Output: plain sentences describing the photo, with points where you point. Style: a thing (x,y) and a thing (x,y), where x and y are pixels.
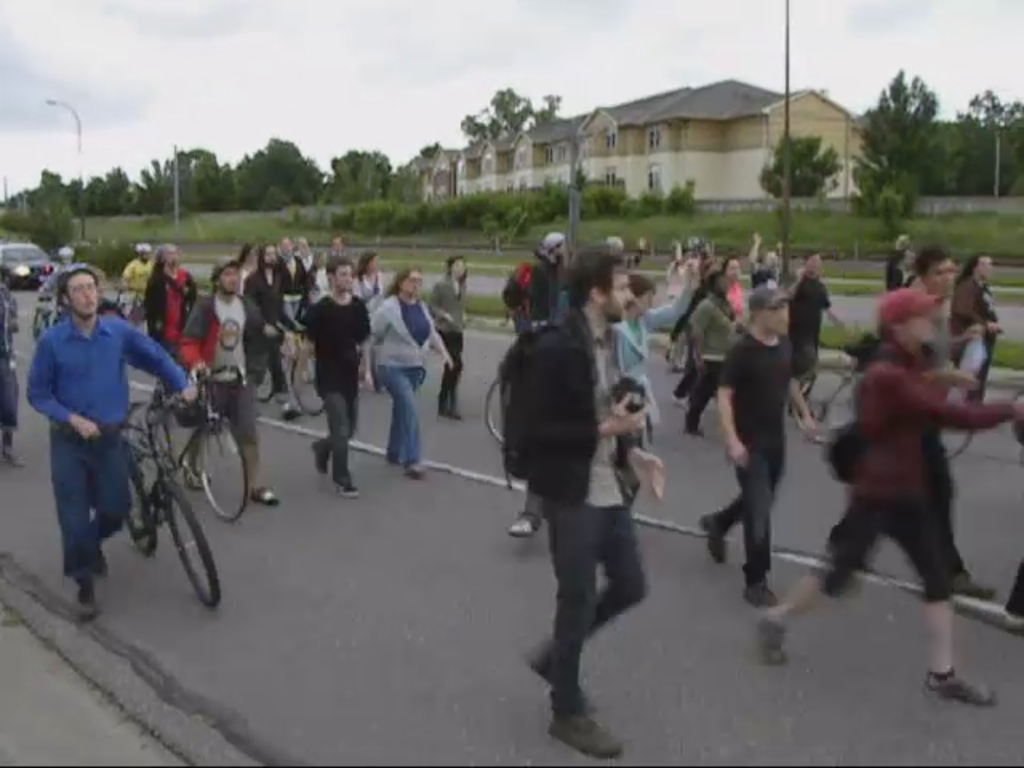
In this picture there are people (898,303) walking on the road (1001,512), among them few people (260,314) holding bicycles (204,387). In the background of the image (30,287) we can see poles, car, houses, plants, grass (805,214), trees (131,202) and sky (424,58).
